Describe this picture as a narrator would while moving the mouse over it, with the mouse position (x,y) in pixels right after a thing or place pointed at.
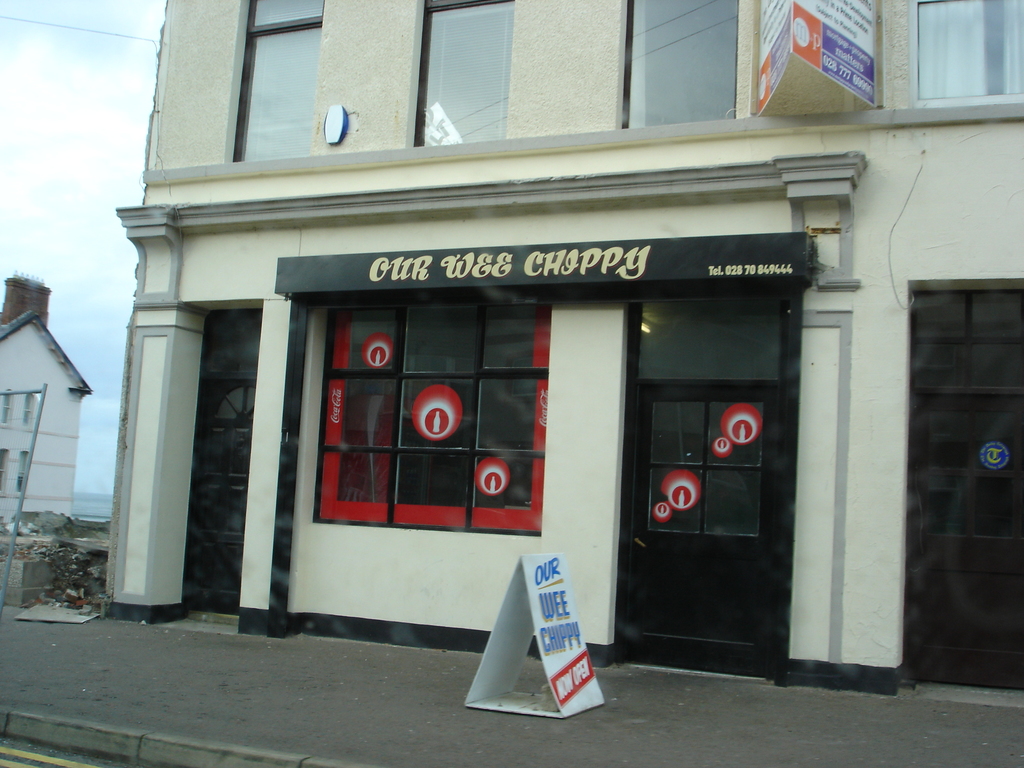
In this picture we can see a building (589,143), there is a door (705,528) here, we can see glass (442,85) here, there are two hoardings (509,593) here, on the left side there is a pole (36,445) and we can see sky (76,184) at the left top of the image (61,85).
